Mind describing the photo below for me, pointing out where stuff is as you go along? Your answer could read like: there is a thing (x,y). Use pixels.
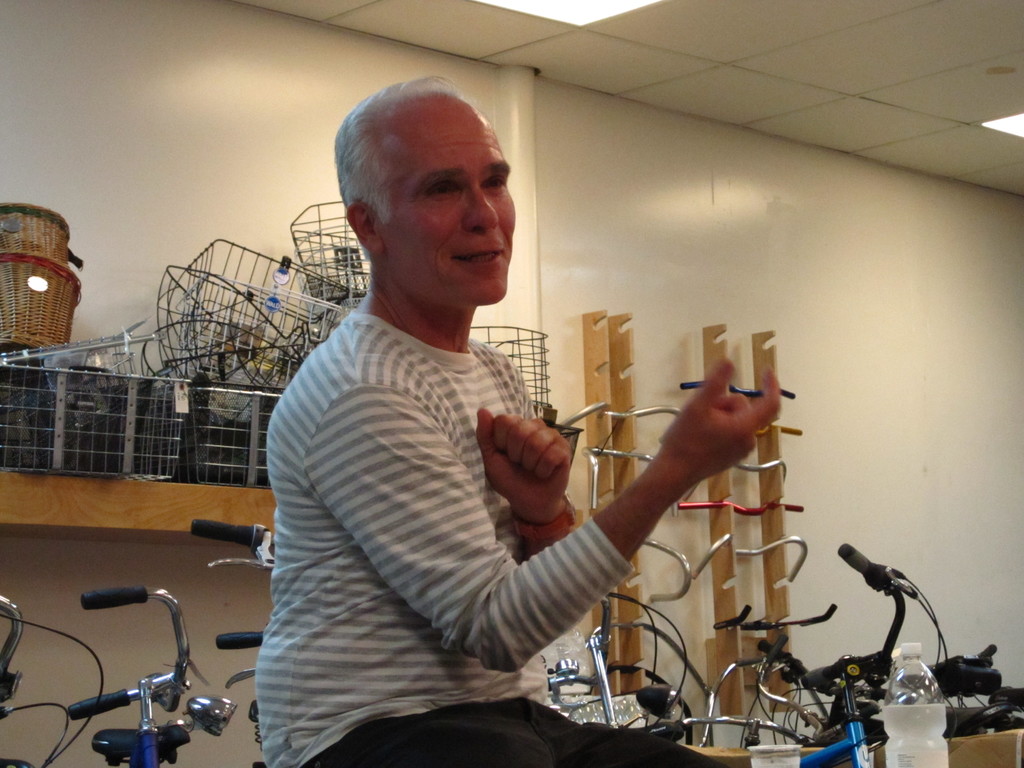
In this image, we can see an old man (420,602) who is sitting and he is talking about something. At the back of the man (347,619), we can see some bicycles (609,682) which are placed and in-front of the man (282,497) there is a water bottle (899,718) with some liquid (905,709) in it and at the back of the man (293,517) there is a shelf (130,502) where some baskets (246,376) are placed on it.
